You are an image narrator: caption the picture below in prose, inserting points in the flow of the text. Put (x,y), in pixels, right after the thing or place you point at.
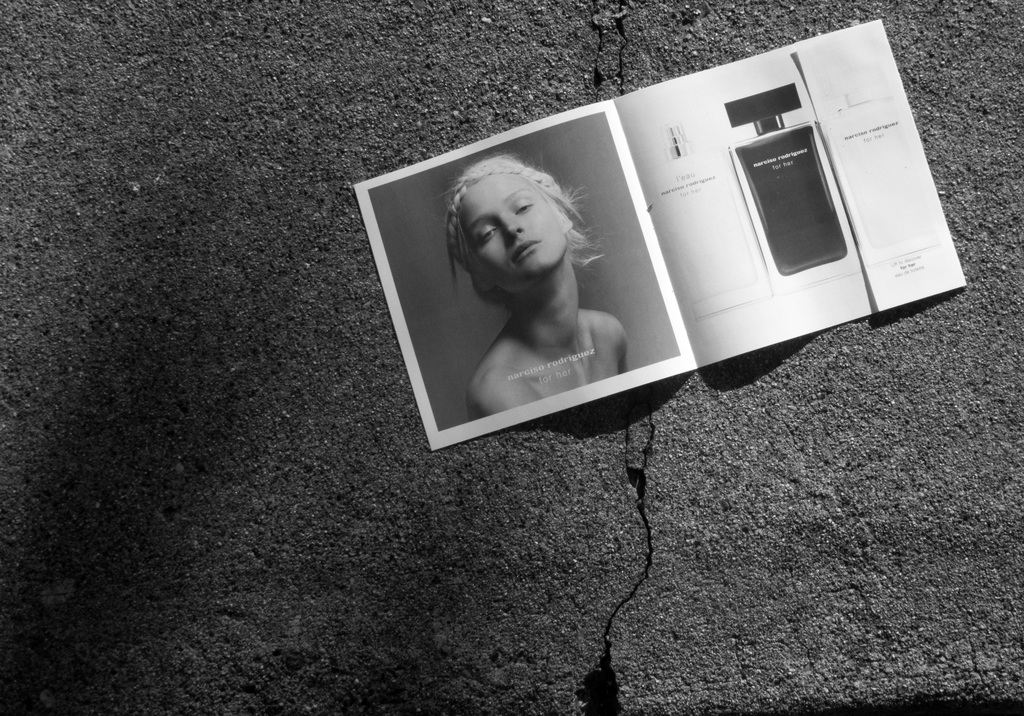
I see this is a black and white image and I see the surface (447,11) on which there is a paper (727,207) over here on which there is a photo (550,284) of a woman (564,254) and I see few things (766,184) over here.
